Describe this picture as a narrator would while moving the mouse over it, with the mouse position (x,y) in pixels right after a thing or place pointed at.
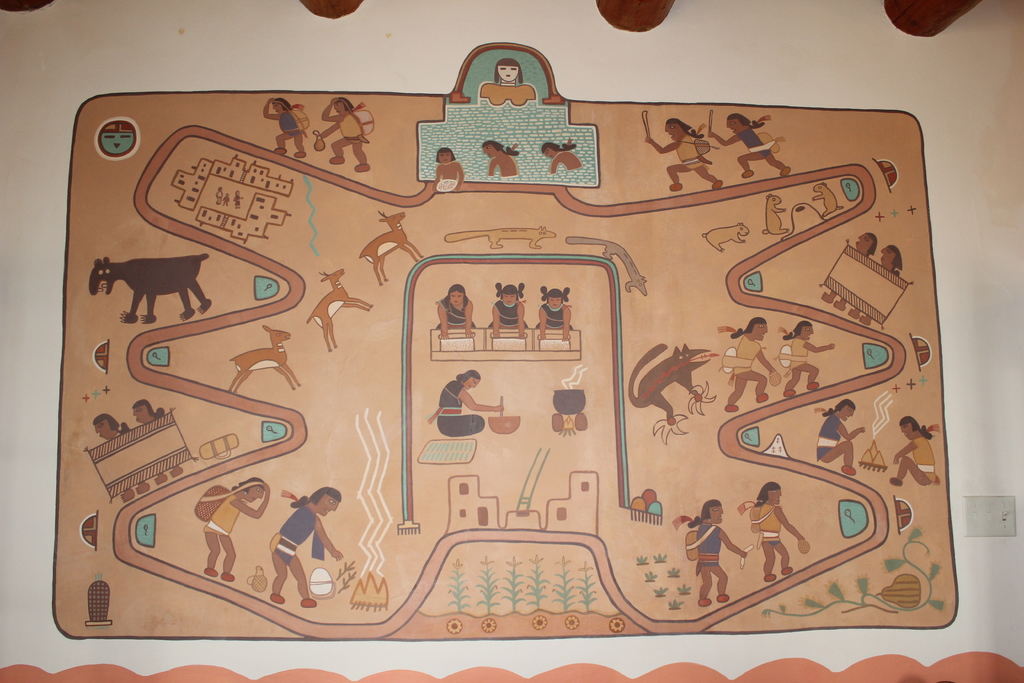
In the picture there are many different pictures (330,297) printed on the surface (352,379) and the background of the picture (267,551) is in brown color.
